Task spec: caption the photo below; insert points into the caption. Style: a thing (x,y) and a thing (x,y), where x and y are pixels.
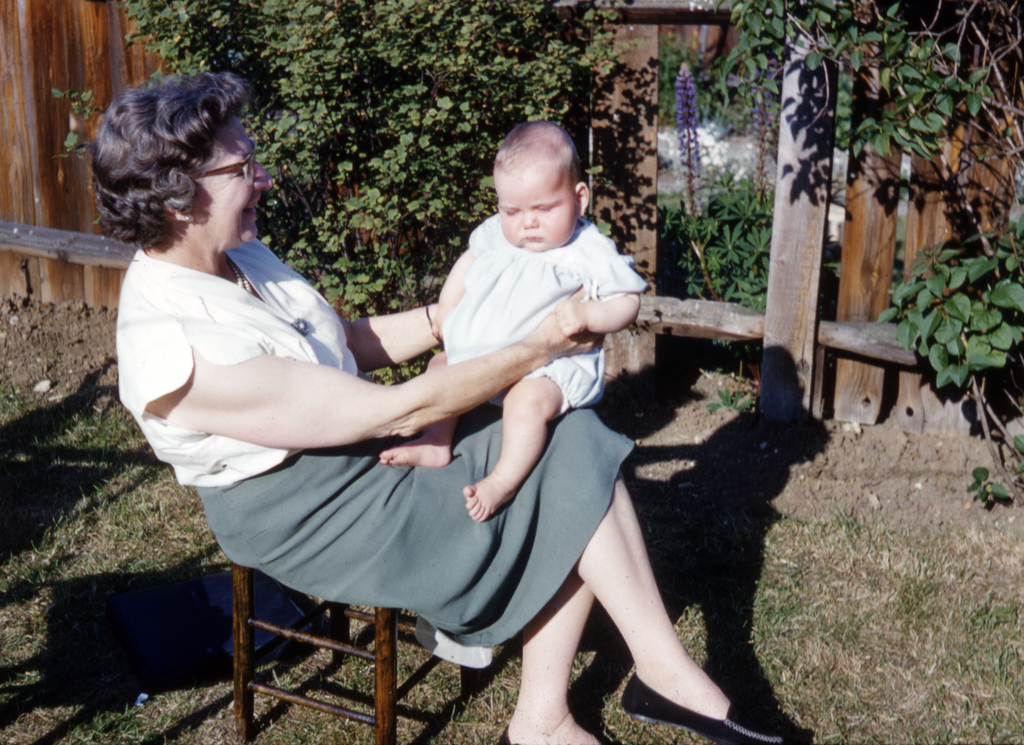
In the middle of the image (453,494) a woman (193,156) is sitting on a chair (261,688) and holding a baby (498,162). At the top of the image (495,141) we can see some plants (370,0). Behind the plants (370,0) we can see a fencing (3,186). At the bottom of the image (587,646) we can see grass (8,623).
